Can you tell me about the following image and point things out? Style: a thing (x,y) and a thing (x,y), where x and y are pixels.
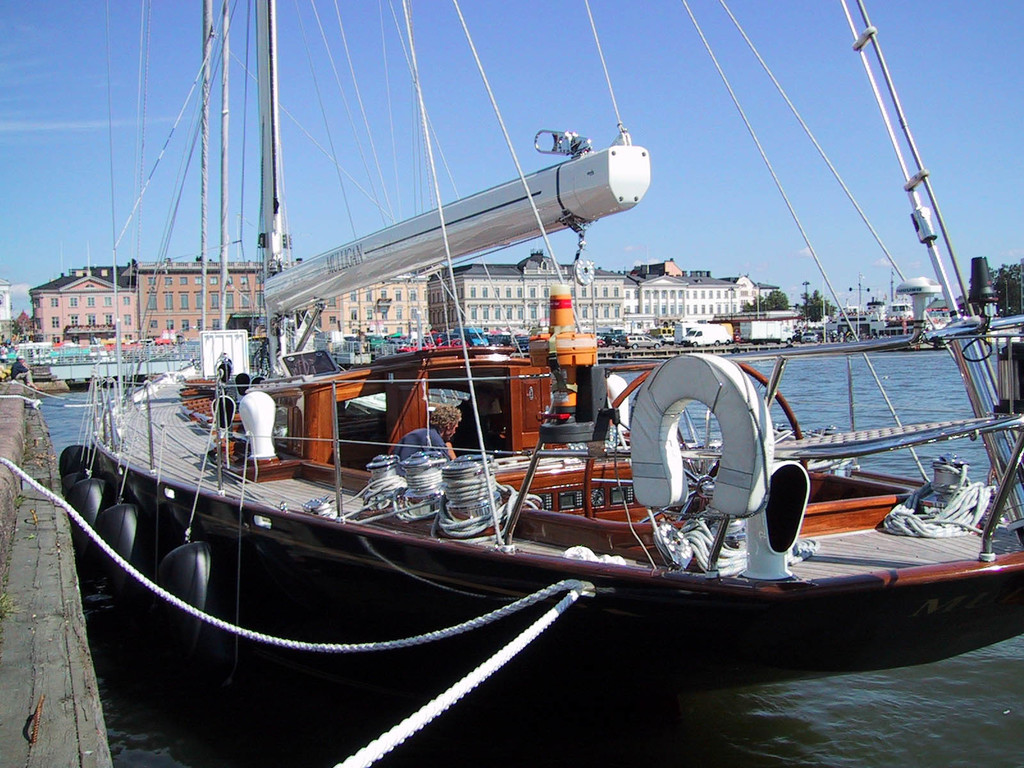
In this image we can see a few ships (624,479) on the water (211,739), there are some buildings (97,329), vehicles (522,344), windows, trees (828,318), people (3,349), poles (207,159) and some other objects (762,58), in the background (510,49) we can see the sky (757,124).
